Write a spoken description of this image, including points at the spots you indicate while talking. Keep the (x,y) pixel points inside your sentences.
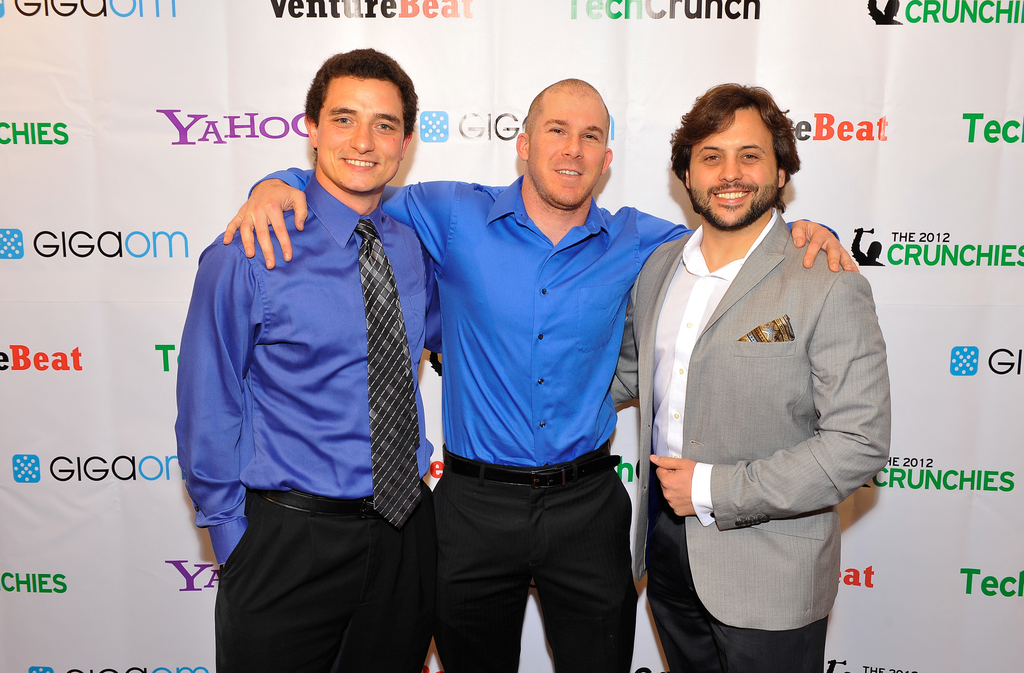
In this image, we can see three persons (808,330) in front of the sponsorship cardboard banner (75,308). These persons (723,339) are standing and wearing clothes (622,542).
